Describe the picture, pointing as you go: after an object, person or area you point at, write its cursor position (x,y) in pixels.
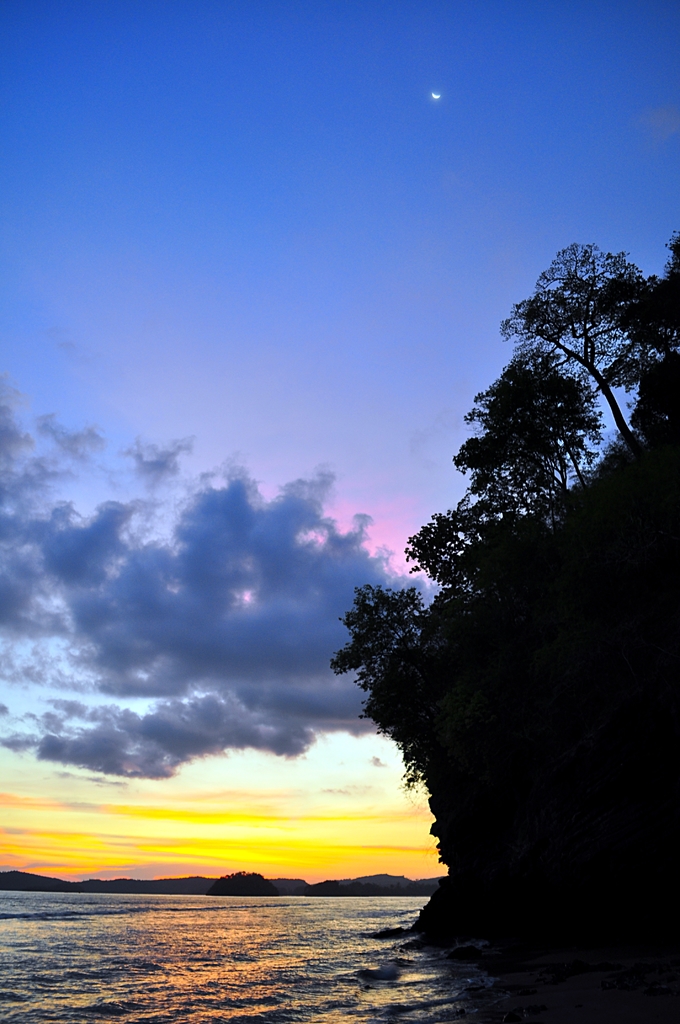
In this image there are so many trees (663,619) beside the water (285,1023), clouds (22,624) and moon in the sky (8,673), at the back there are mountains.
